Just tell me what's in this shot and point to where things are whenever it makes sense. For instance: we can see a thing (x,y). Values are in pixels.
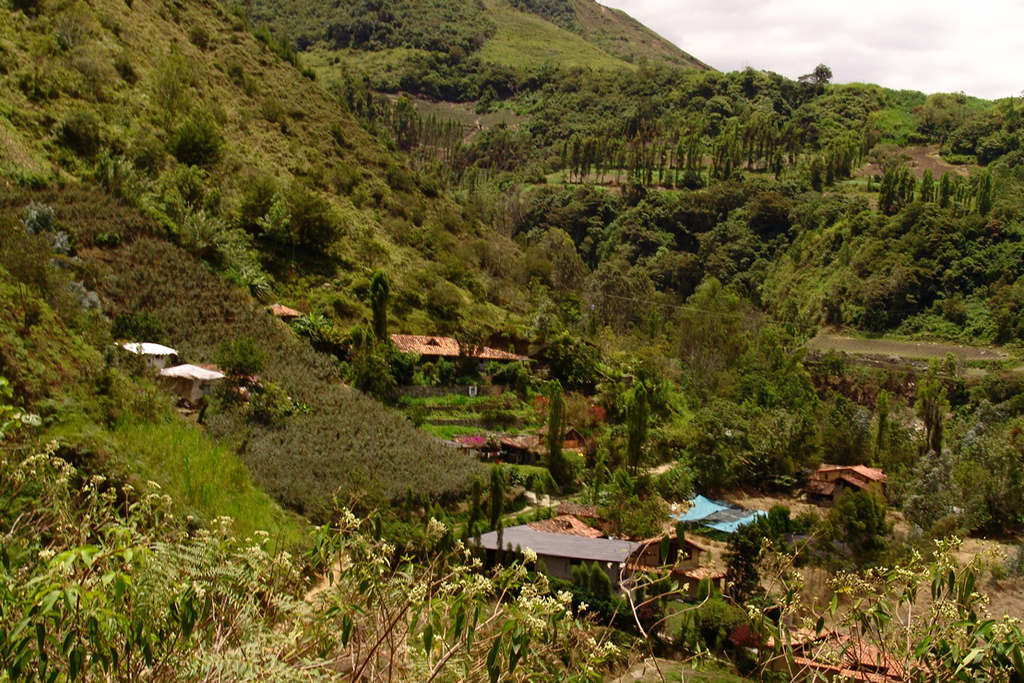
In this image in the center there are some houses (569,543), at the bottom of the image (105,595) there are some plants (901,577). And in the background (870,109) there are some trees (663,162) and mountains (461,114), at the top (744,27) there is sky (765,32).
